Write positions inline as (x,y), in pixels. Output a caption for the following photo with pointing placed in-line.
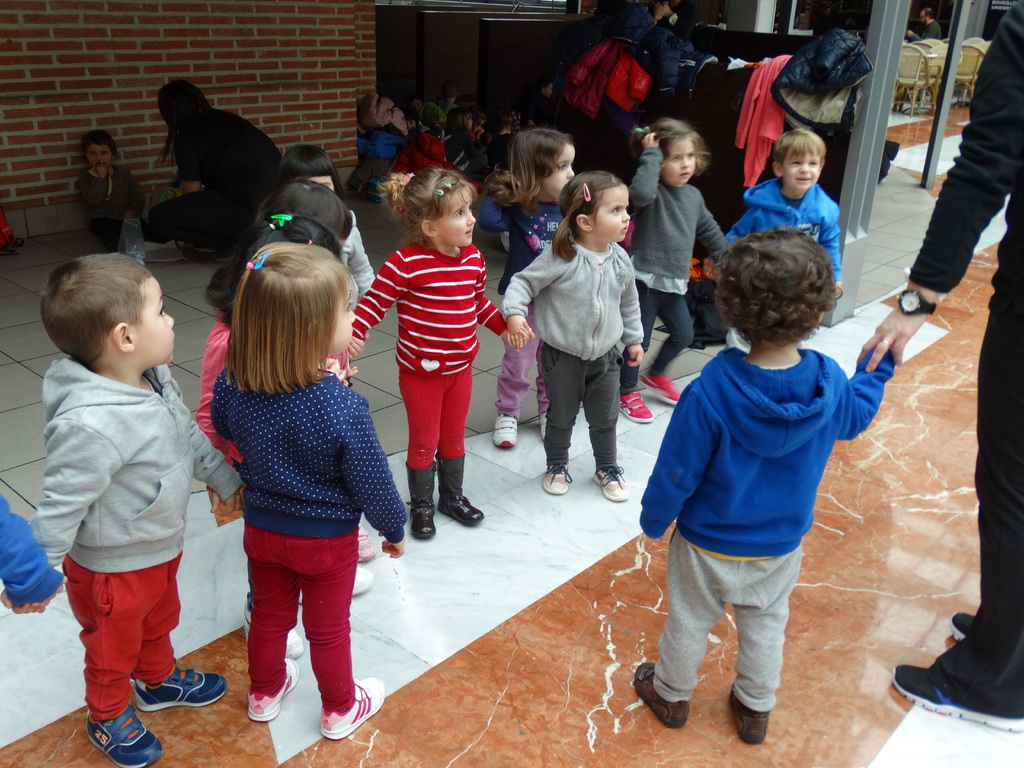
On the right side (774,449) a kid (714,397) is standing, this kid (789,502) wore blue color sweater (787,485), on the left side (74,278) a group of children (355,299) are standing by joining their hands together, there is a brick wall (256,72) on left side (244,47) in this image.
